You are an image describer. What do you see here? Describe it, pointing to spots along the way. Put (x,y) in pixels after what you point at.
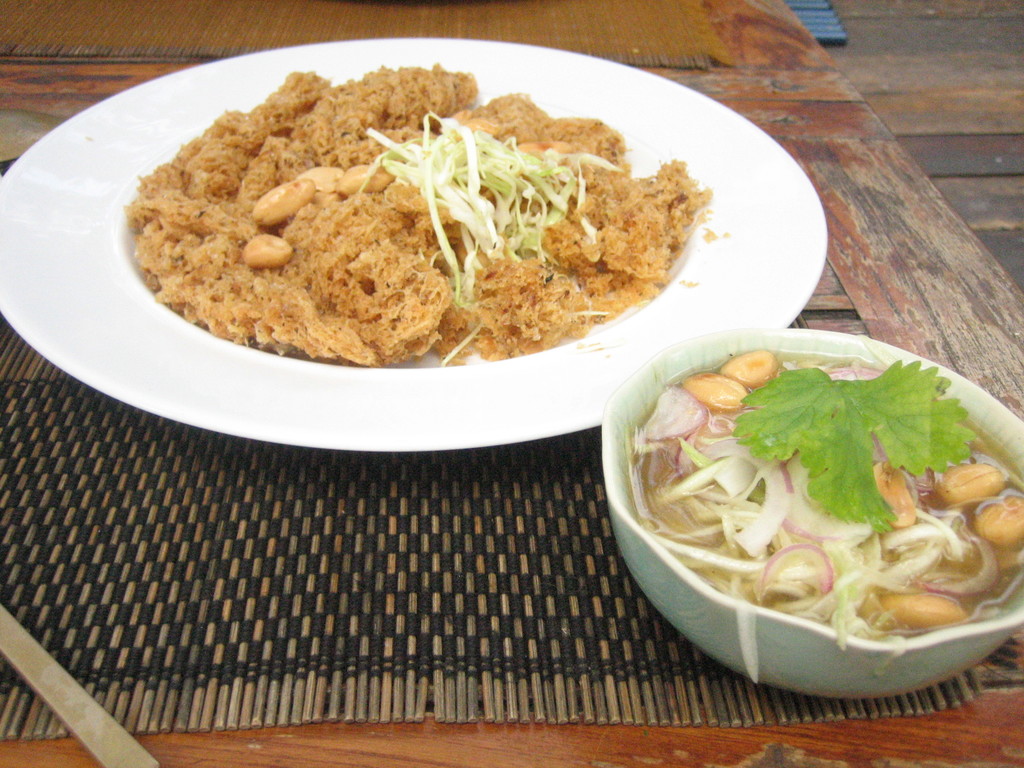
In the image we can see there is a food item (374,212) kept in the plate (662,347) and there is salad (821,533) kept in the bowl (780,635). The plate (63,242) and bowl (695,618) are kept on the table (294,752).
